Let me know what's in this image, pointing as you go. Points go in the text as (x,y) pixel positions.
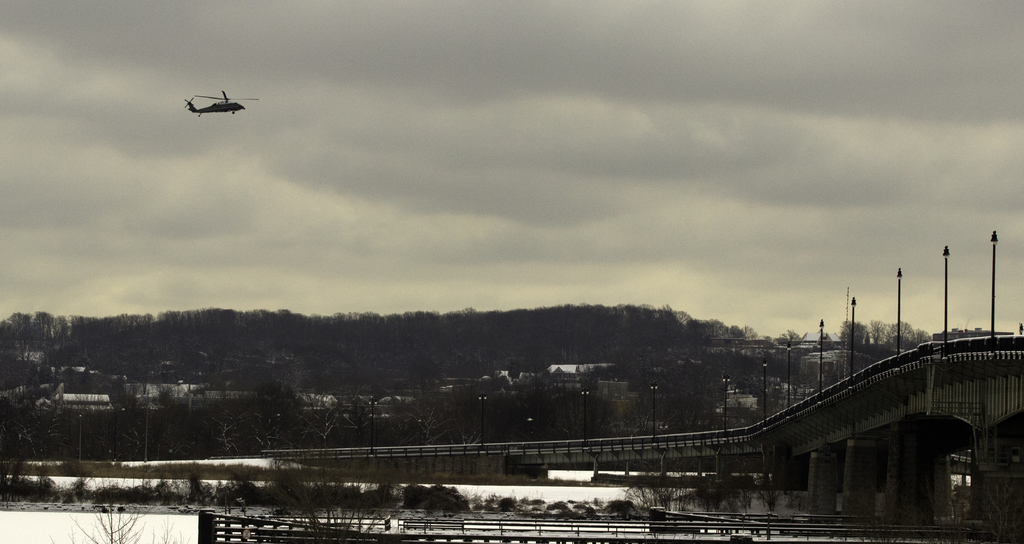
At the bottom of the image (300,517) there are railings (305,532). And also there is grass (224,476) on the ground (268,478). There is a bridge (934,384) with walls (919,388), railings (744,433) and poles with lamps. In the background (437,416) there are trees (262,382). At the top of the image (190,105) there is a helicopter (190,105). Behind that there is sky (445,143) with clouds (359,182).
